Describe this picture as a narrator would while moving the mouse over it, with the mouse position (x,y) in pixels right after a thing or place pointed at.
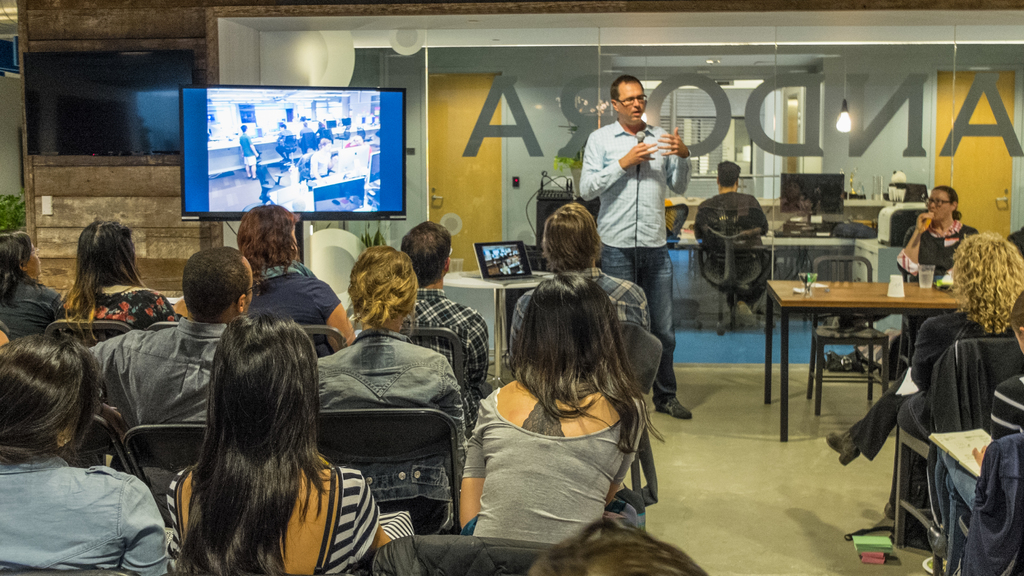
In this image i can see number of people (206,384) sitting on chairs (405,432) and a person (671,160) wearing shirt (643,220) and jeans (662,274) standing and holding a microphone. In the background (409,178) i can see 2 television screens (188,106), the wall (122,47), a laptop (480,263) and a glass (449,110) through which i can see another cabin (748,181) in which there is a person (738,201) sitting on a chair (714,250).
